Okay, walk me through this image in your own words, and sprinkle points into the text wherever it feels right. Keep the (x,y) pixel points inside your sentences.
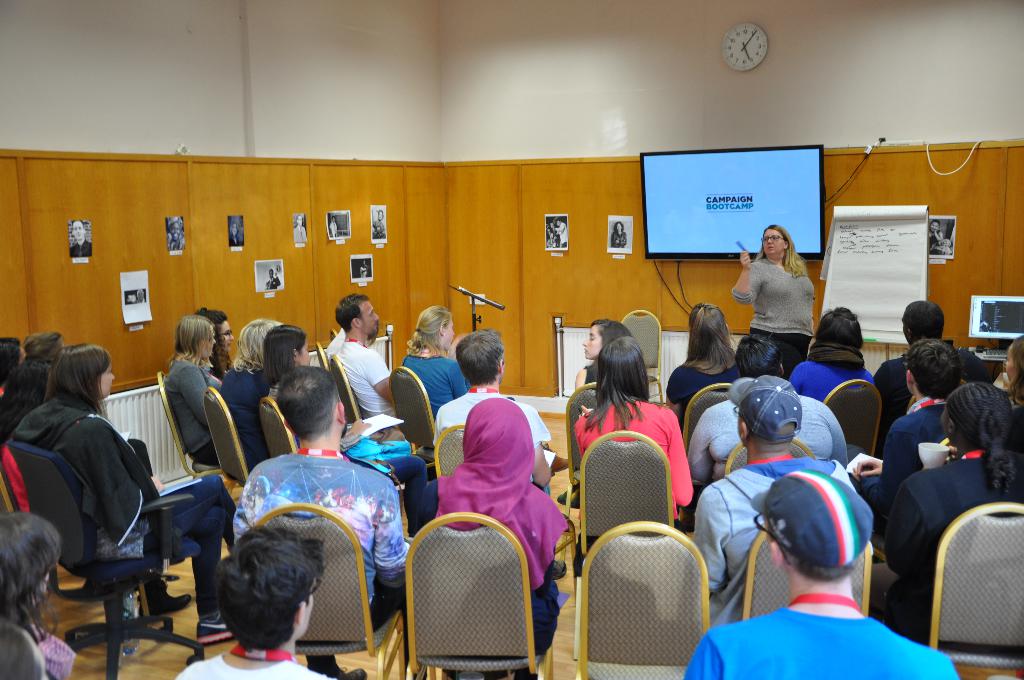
In a room (772,408) there are many people (923,383) sitting on the chairs (862,442). In front of them there is a lady (770,295) with grey t-shirt (787,292) is standing. Beside her there is a whiteboard (870,231). And in the middle (664,249) there is a big screen (700,225). And to the wooden wall (113,225) there are many photographs (564,232). And on the top (725,54) there is a clock (760,54). And to the right corner (1004,333) there is a monitor (1018,330) with keyboard (995,351).
